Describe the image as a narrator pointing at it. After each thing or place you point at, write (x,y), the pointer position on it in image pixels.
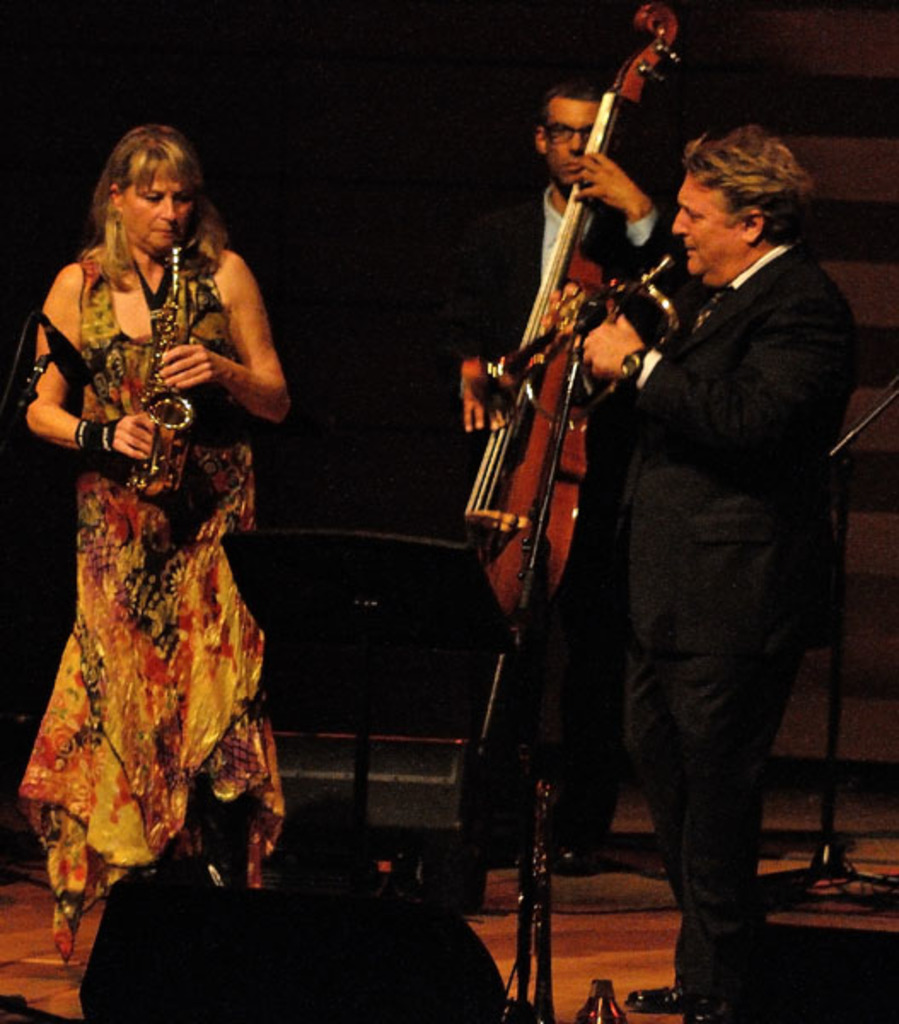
This image is taken in a concert. There are three people (746,593) standing on the stage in this image, two men (635,419) and a woman (204,456). In the left side of the image (98,572) a woman (271,816) is standing on the floor (6,927) and playing the music with musical instrument (163,426). In the right side of the image (641,400) a man (737,976) is standing and at the back (664,60) a man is standing holding a double bass (521,410) in his hand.
